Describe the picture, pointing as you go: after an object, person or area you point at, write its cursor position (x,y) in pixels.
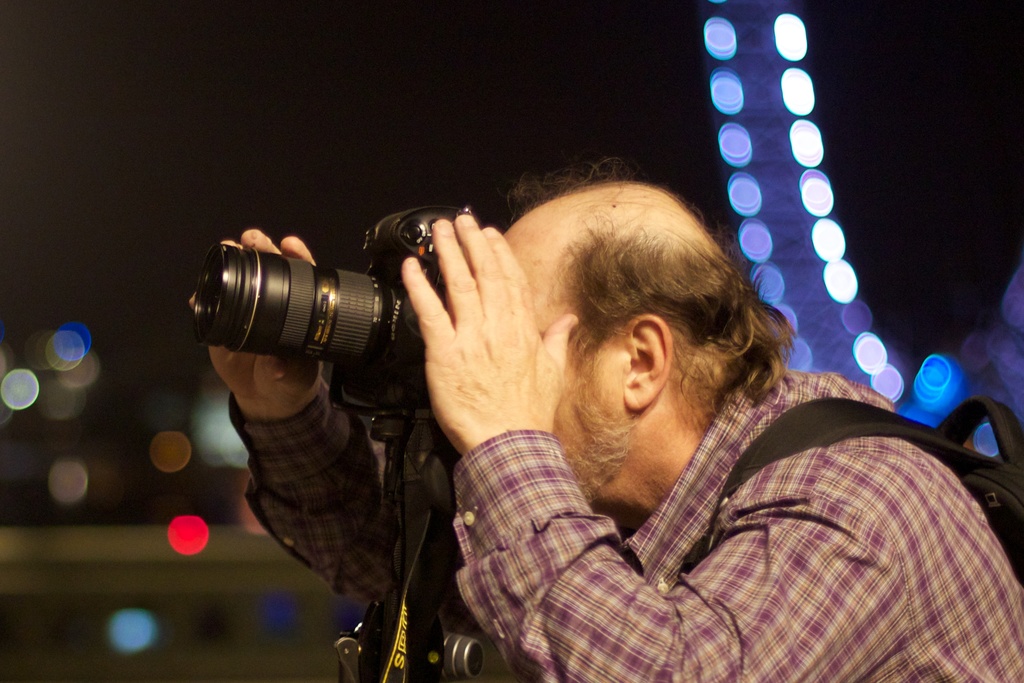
In this image i can see a man (684,420) wearing shirt (874,529) and a bag (838,431) standing and holding the camera (360,330). In the background (351,241) i can see the dark sky (345,118) and few lights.
